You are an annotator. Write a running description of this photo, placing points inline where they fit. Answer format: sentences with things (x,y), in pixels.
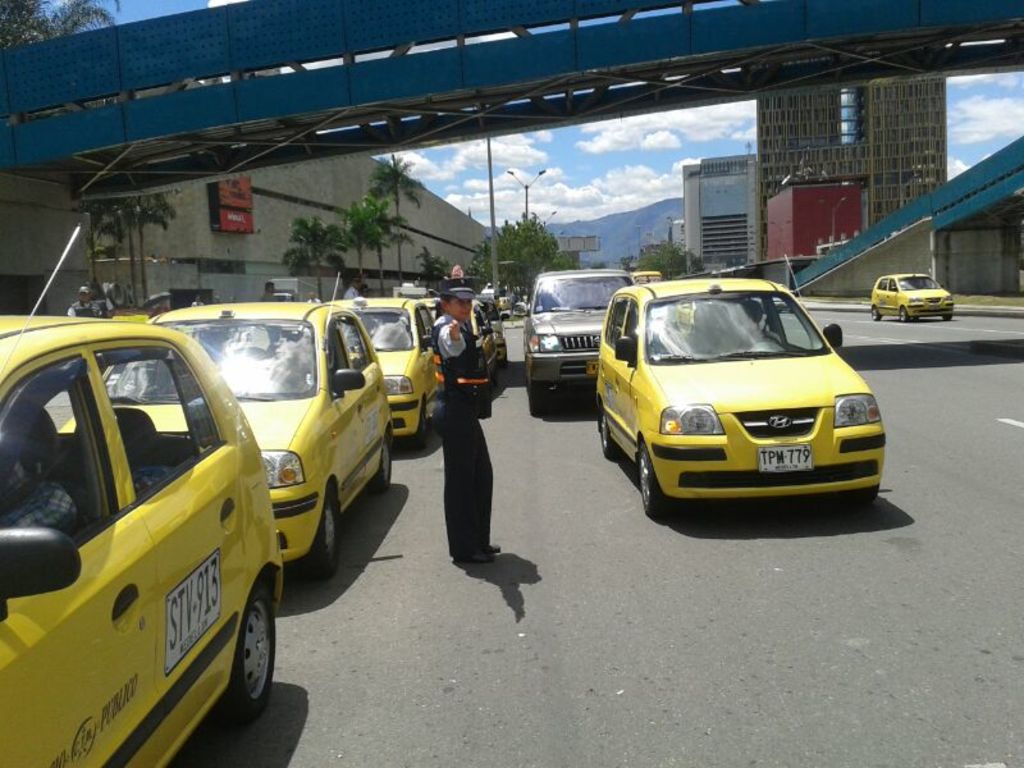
In this image I can see few vehicles (172,717) and I can also see few persons (460,483). In front (473,482) the person (487,383) is wearing black and white color dress (450,472). Background (1007,102) I can see few buildings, trees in green color, few light poles (490,221) and the sky (601,156) is in white and blue color.
